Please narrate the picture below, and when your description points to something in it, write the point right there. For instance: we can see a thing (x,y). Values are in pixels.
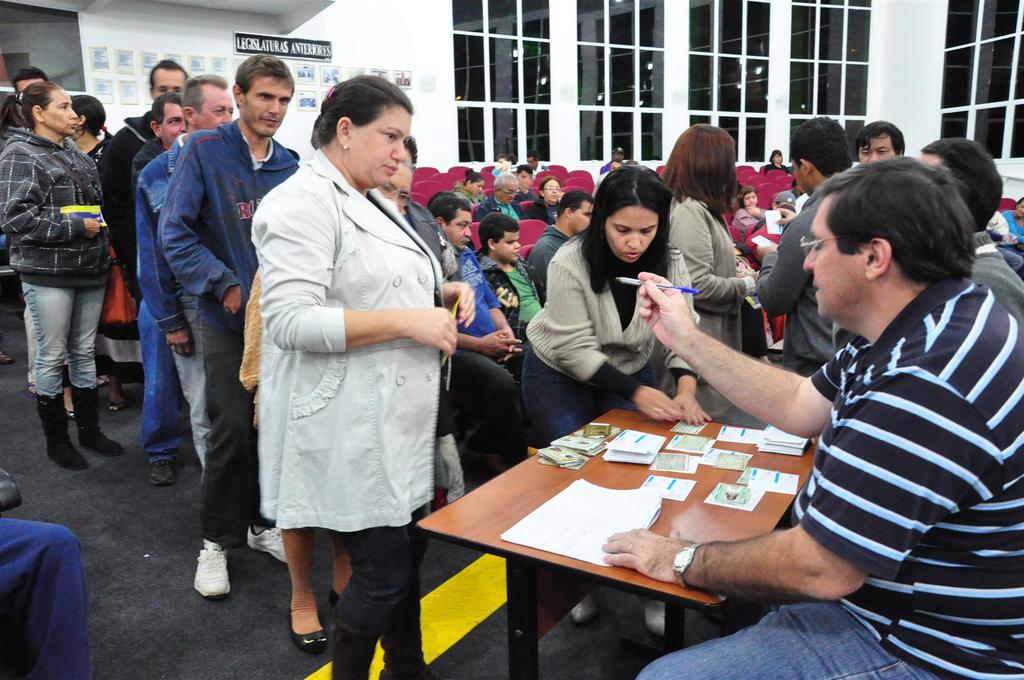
In this picture I can observe some people (572,228) in the middle of the picture (437,351). Some of them are standing in a queue (56,216) and some of them are sitting on the chairs (423,199). In the background (543,81) I can observe windows (596,78).
